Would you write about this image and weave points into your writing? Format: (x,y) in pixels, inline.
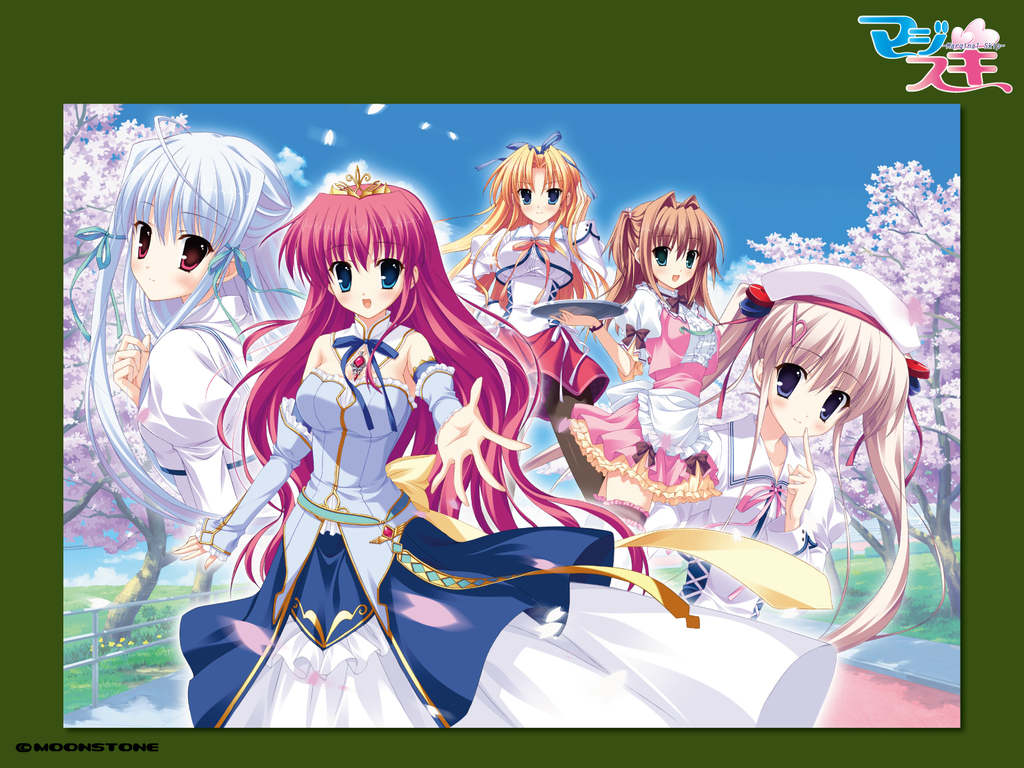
There are five girls (437,330) with long hair (449,338). The girl (374,311) with blue eye (344,281) wearing crown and colorful dress (328,393). Above is sky (428,134) which is in blue color and the trees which are in white color.
